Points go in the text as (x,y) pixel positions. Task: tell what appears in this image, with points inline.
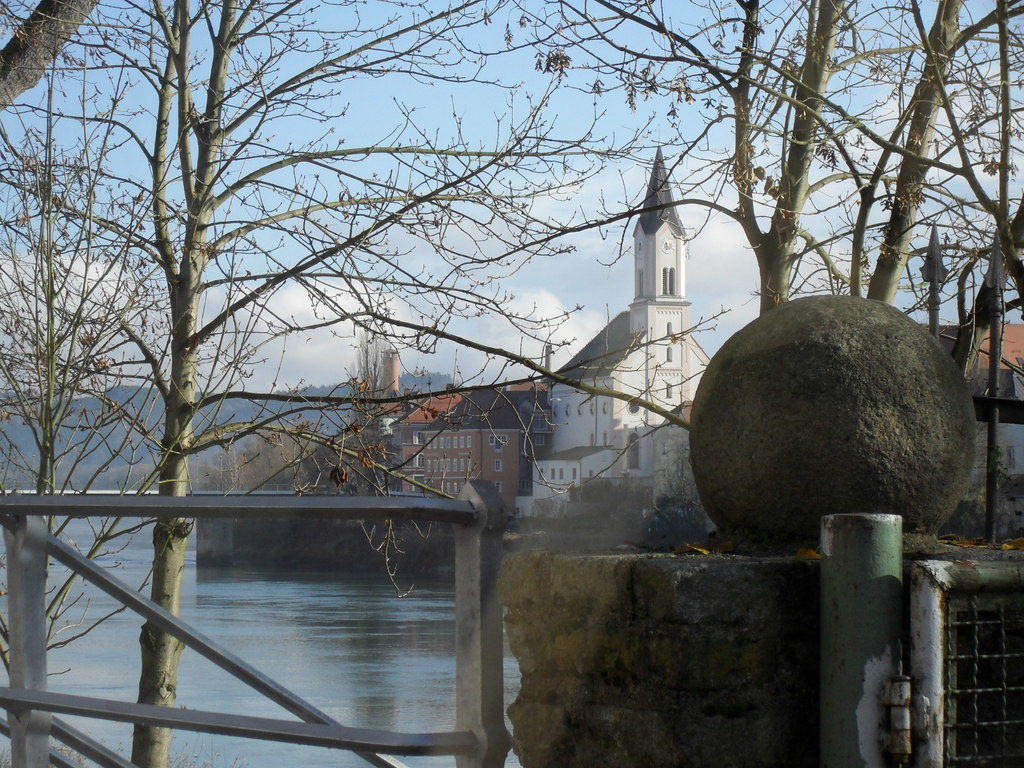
This looks like a pillar (757,557). I can see the buildings (645,442) with windows (633,404). These are the trees (903,189) with branches (865,213). This looks like a gate (39,689). I can see the water (338,644) flowing.
